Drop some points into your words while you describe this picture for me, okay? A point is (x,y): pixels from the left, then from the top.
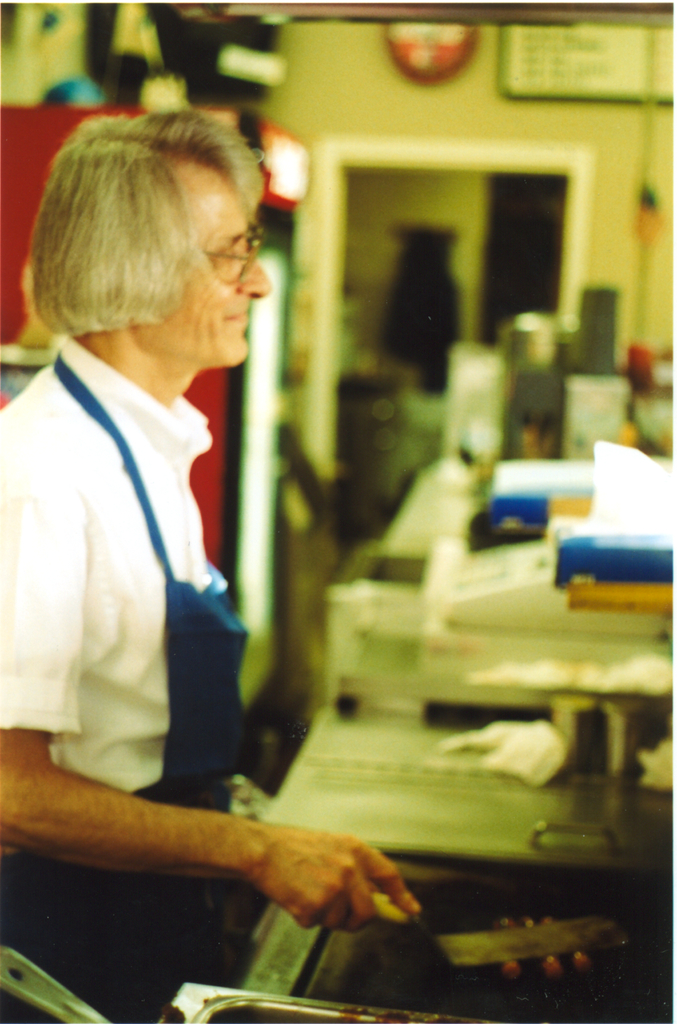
In this picture I can observe a person (95,624) on the left side (117,574). The person (109,636) is standing in front of a desk (348,776). I can observe few things (545,763) placed on this desk (473,792). In the background (481,89) there is a wall (406,103).
